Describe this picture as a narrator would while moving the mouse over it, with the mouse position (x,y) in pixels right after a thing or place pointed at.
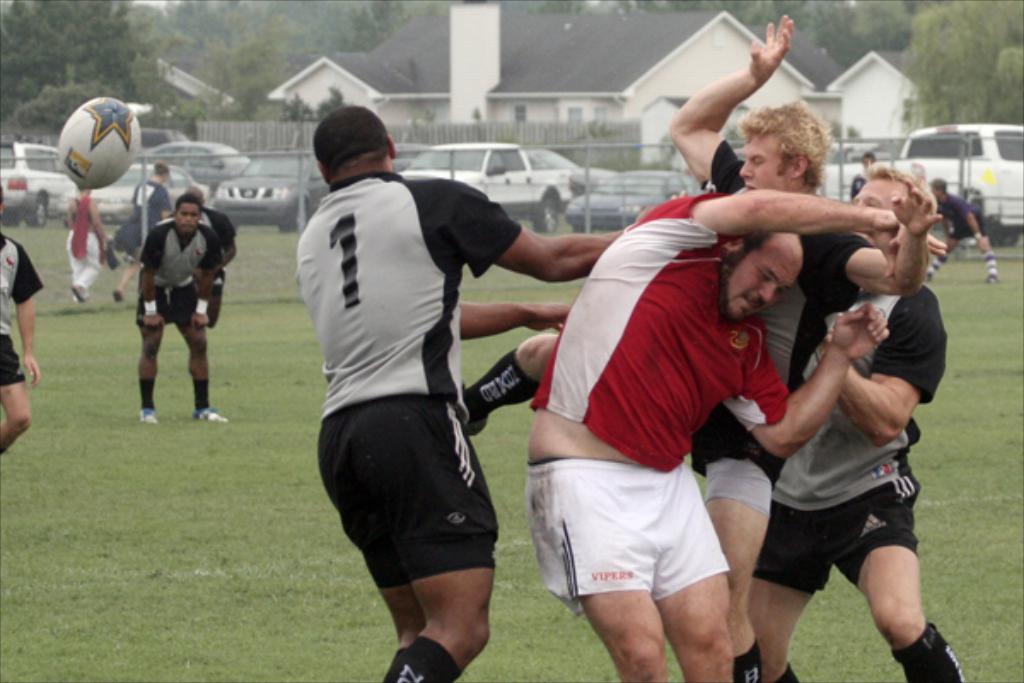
In this image, there are a few people (877,291). We can see the ground (231,382) covered with grass (194,476). There are a few vehicles (978,182), houses (641,92), trees (135,96). We can also see the fence (55,211) and a ball (115,182).
